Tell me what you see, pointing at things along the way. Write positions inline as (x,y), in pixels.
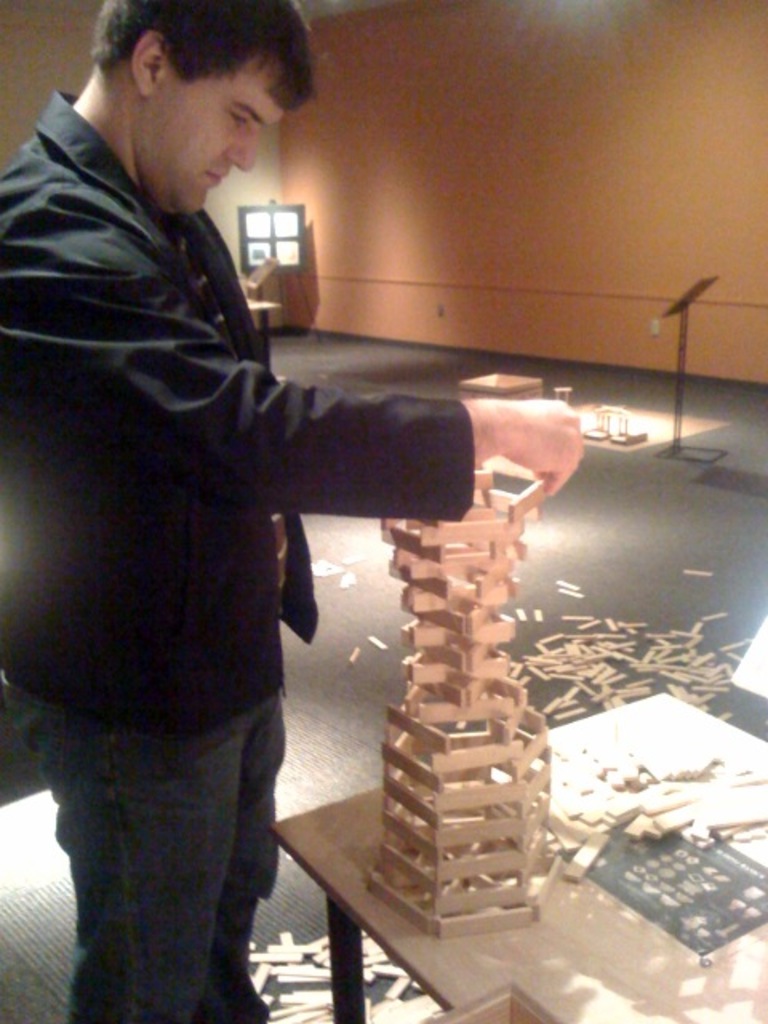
In the picture we can see a man (179,604) standing near the table (673,999) on it, we can see a man (24,434) is doing something with a wooden pieces (430,723) and he is wearing a black color blazer (218,364) and to the floor (762,511), we can see some wooden pieces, in the background (686,291) we can see some board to the stand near the wall (652,247).
